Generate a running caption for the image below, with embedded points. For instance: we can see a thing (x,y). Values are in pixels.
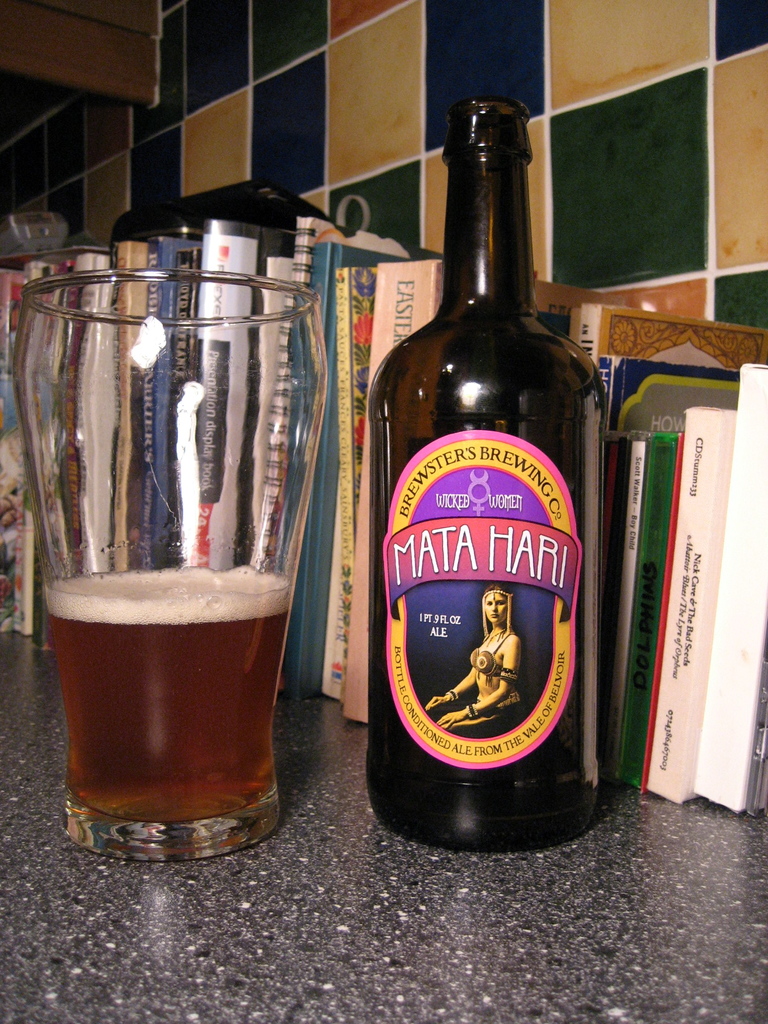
In this picture we can see glass (161,541) with drink (225,664) in it, bottle (409,570) and at back of this we have books (371,295) placed in line and in background (165,181) we can see wall (359,76).
